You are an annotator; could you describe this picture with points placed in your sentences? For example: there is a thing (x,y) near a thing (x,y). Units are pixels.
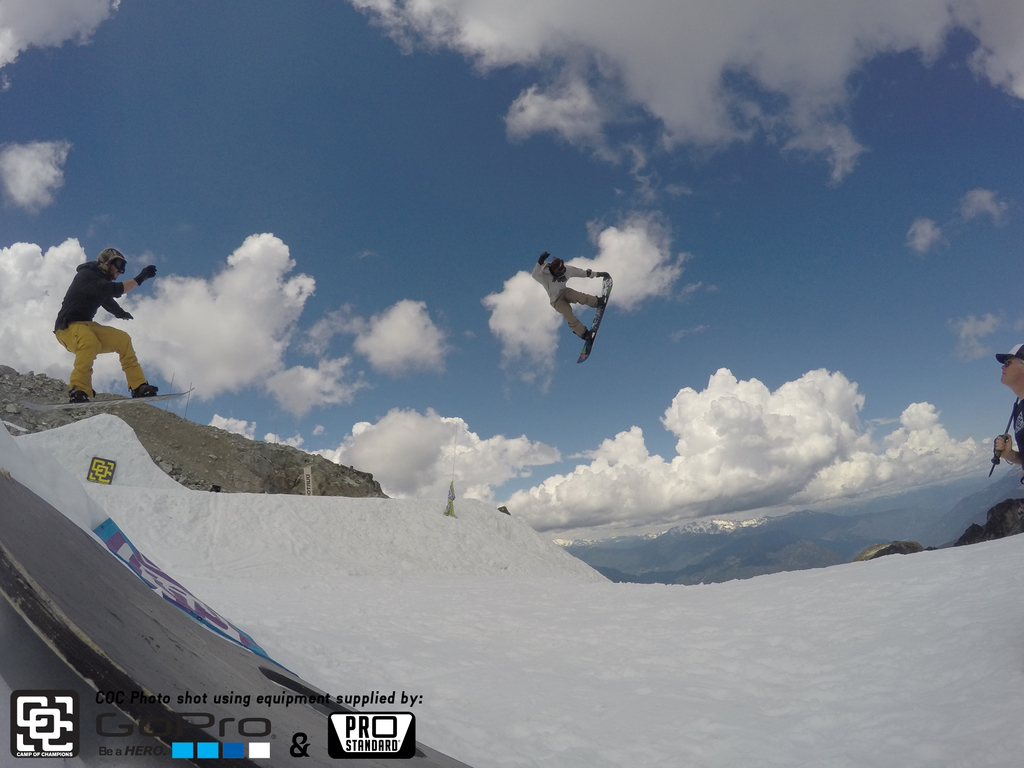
This image consists of two persons (84,377) snowboarding. At the bottom (323,648), there is snow (279,629). In the background (487,32), there are clouds (443,458) in the sky (354,250).
